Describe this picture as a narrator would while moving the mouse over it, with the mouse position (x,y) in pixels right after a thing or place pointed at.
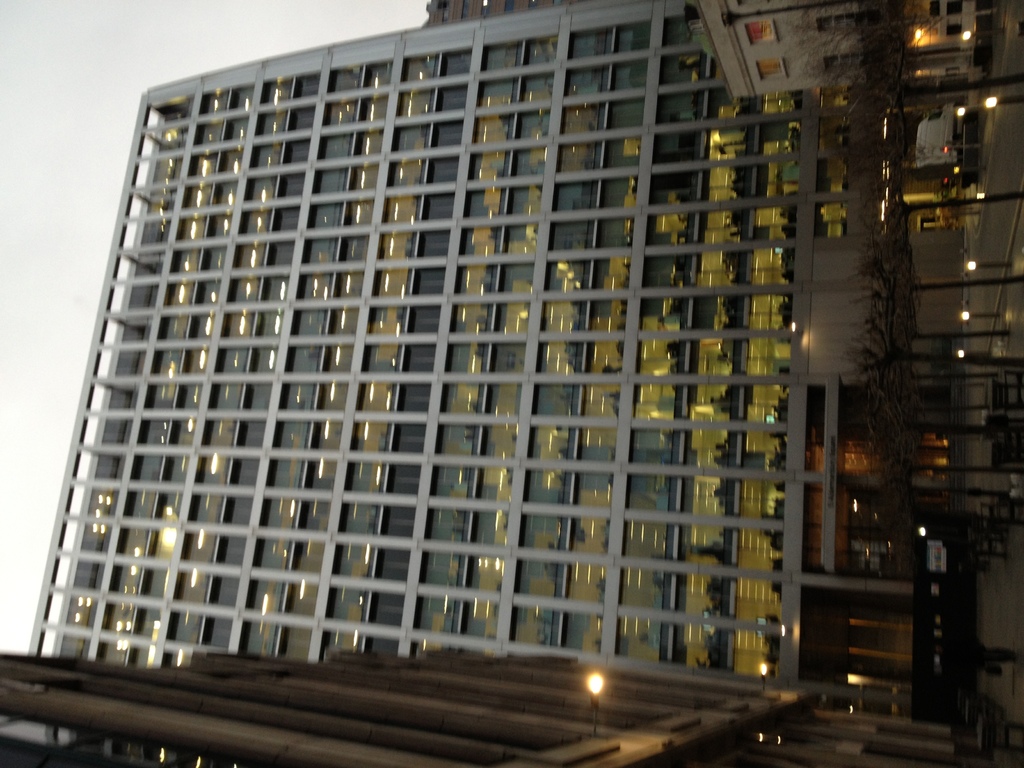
This picture is clicked outside. In the foreground (355,709) we can see the lights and some other objects (753,706). In the background (182,264) we can see the sky (105,123), buildings (683,197), lights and many other objects (967,703).
